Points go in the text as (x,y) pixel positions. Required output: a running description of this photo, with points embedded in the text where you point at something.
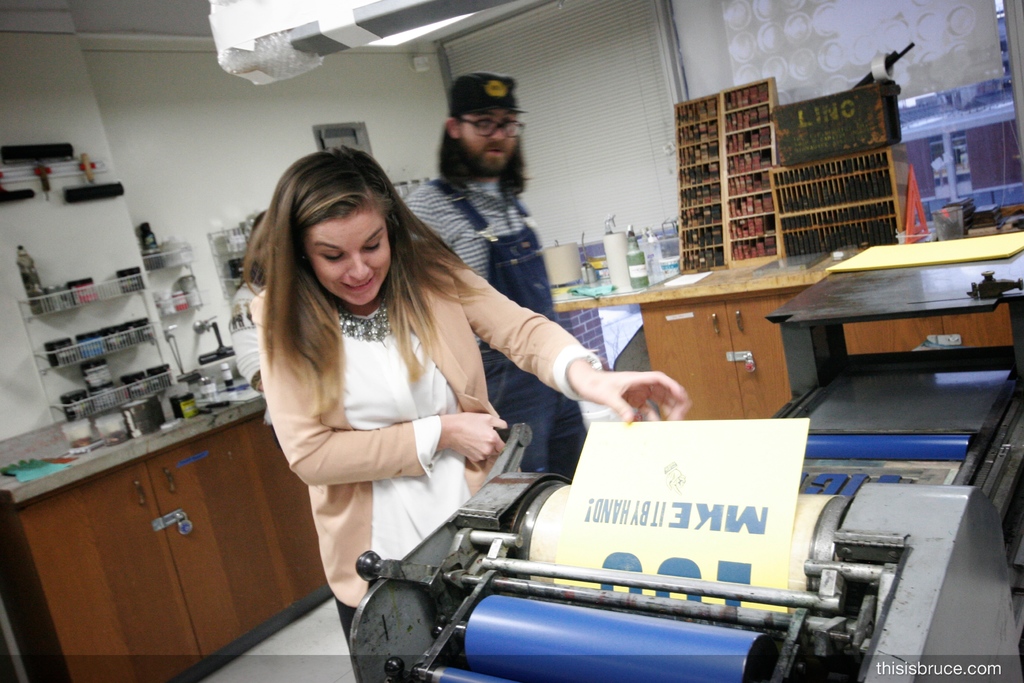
In the foreground of this image (426,363), there is a woman (320,434) in cream colored dress (320,449) near a printing machine (616,648). There is a man (496,200) in blue dress (472,203) standing, many objects (107,333) in the stand (140,338) to a wall (71,261), cupboards (215,602), window blind (588,83), and a printing machine (936,366) are in the background (895,361).
